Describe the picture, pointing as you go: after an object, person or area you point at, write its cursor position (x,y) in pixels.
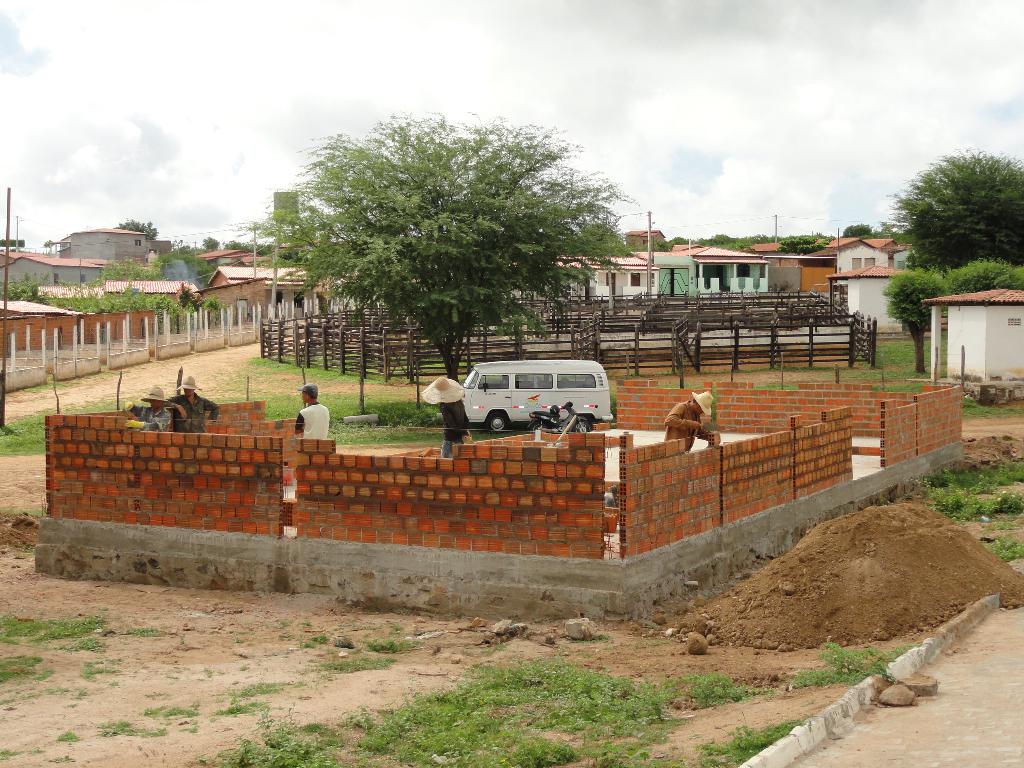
In the center of the image (439,389) there are people (452,385) constructing wall (577,450). In the background of the image (722,255) there are houses (147,281). There is a tree (533,243). There is a fencing (581,332). At the bottom of the image (476,709) there is grass (511,684).
